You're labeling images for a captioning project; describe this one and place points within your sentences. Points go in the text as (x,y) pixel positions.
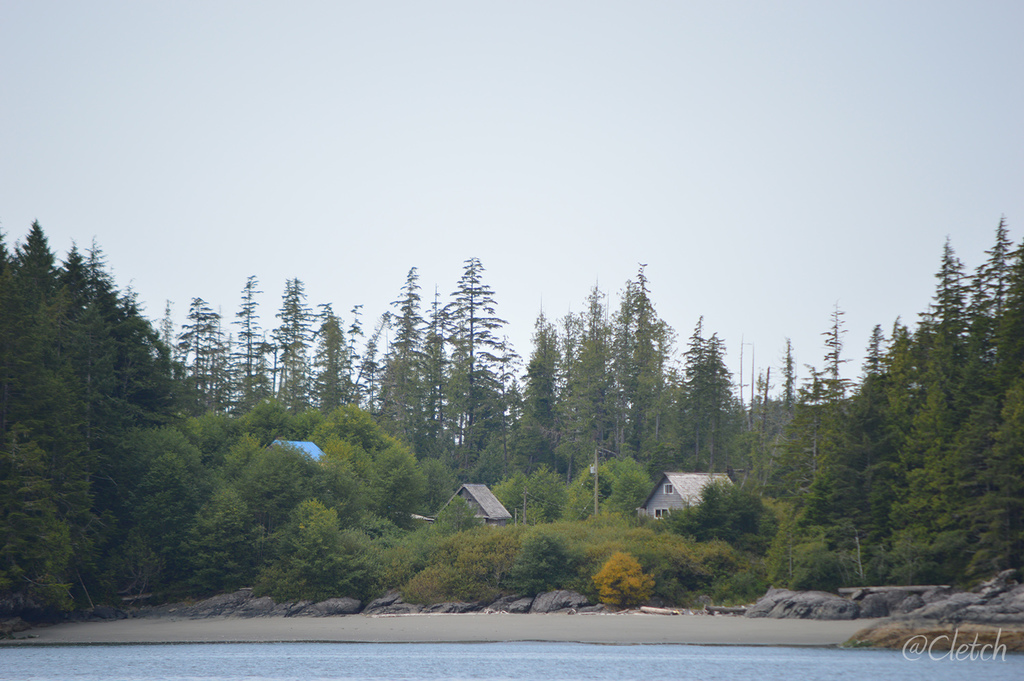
In this image I see the water (201,671) over here and I see the rocks (867,641) and I see the watermark (955,654) over here and I see the plants (769,576). In the background (981,294) I see number of trees (881,384), 2 houses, a blue color thing (308,443) over here and I see the sky (618,178).
